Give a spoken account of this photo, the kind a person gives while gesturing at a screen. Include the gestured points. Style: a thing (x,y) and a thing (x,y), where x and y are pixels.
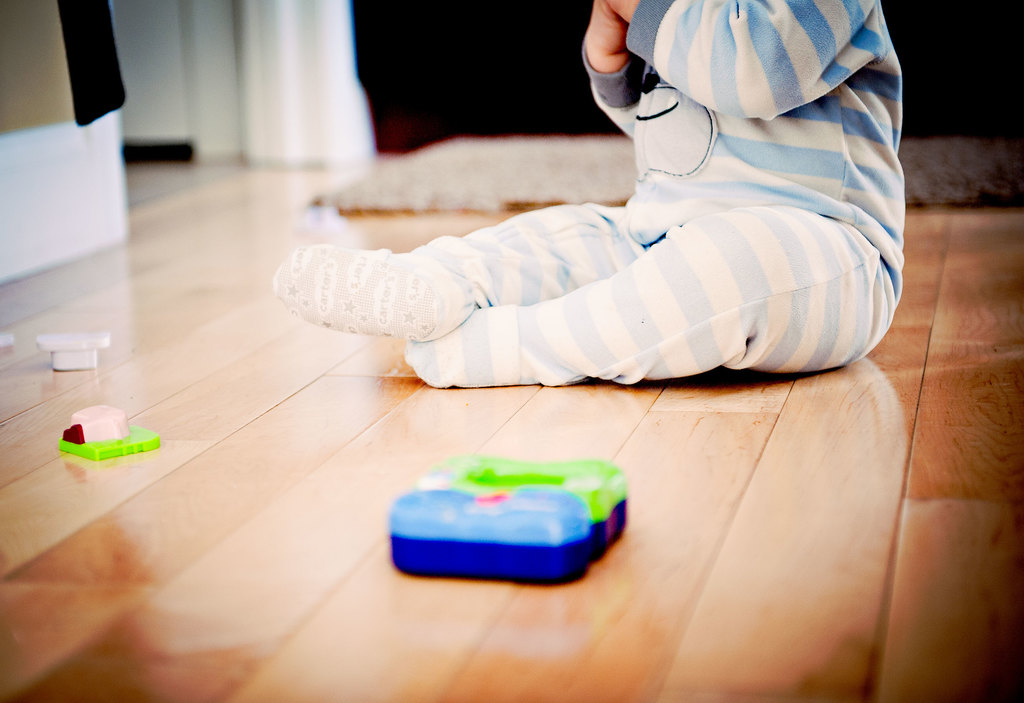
This image is taken indoors. At the bottom of the image (312,542) there is a floor (904,447). In the background (217,61) there is a wall (177,35). There is a curtain (328,77) and there is a mat (504,171) on the floor (438,235). In the middle of the image (554,317) a baby (645,247) is sitting on the floor (759,392) and there are a few toys (540,526) on the floor (413,235). On the left side of the image (65,183) there is an object (65,183).
